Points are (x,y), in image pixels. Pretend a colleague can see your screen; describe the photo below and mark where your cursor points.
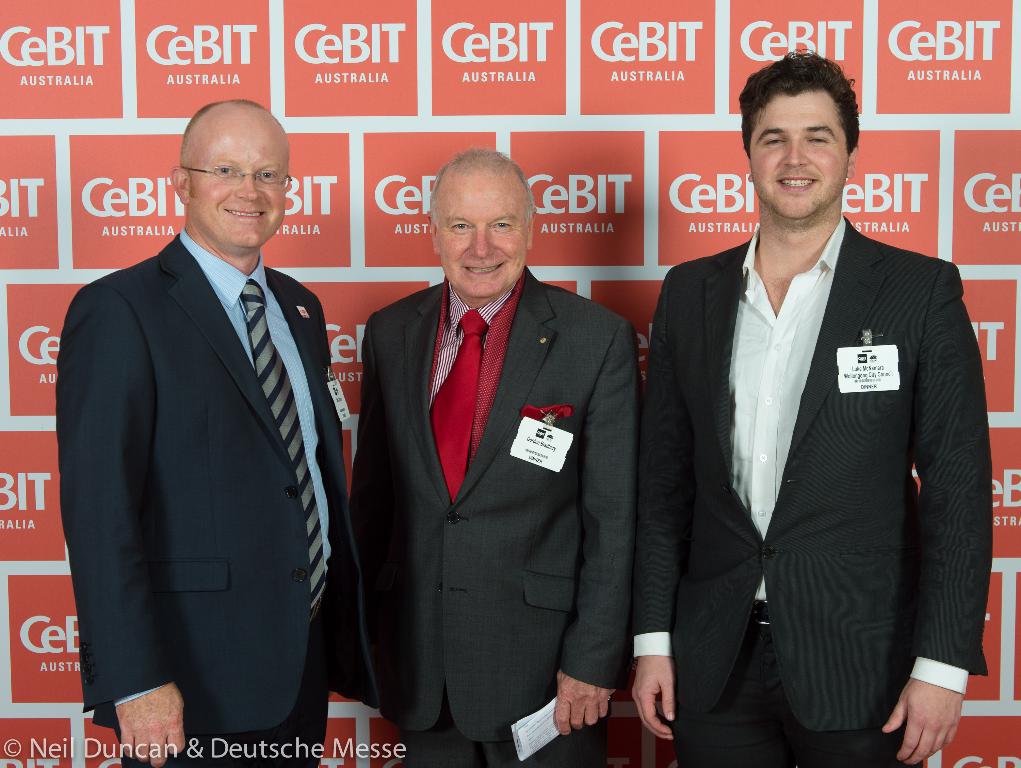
In this image there are three men (108,601) standing together and smiling behind them there is a wall (1019,102).
